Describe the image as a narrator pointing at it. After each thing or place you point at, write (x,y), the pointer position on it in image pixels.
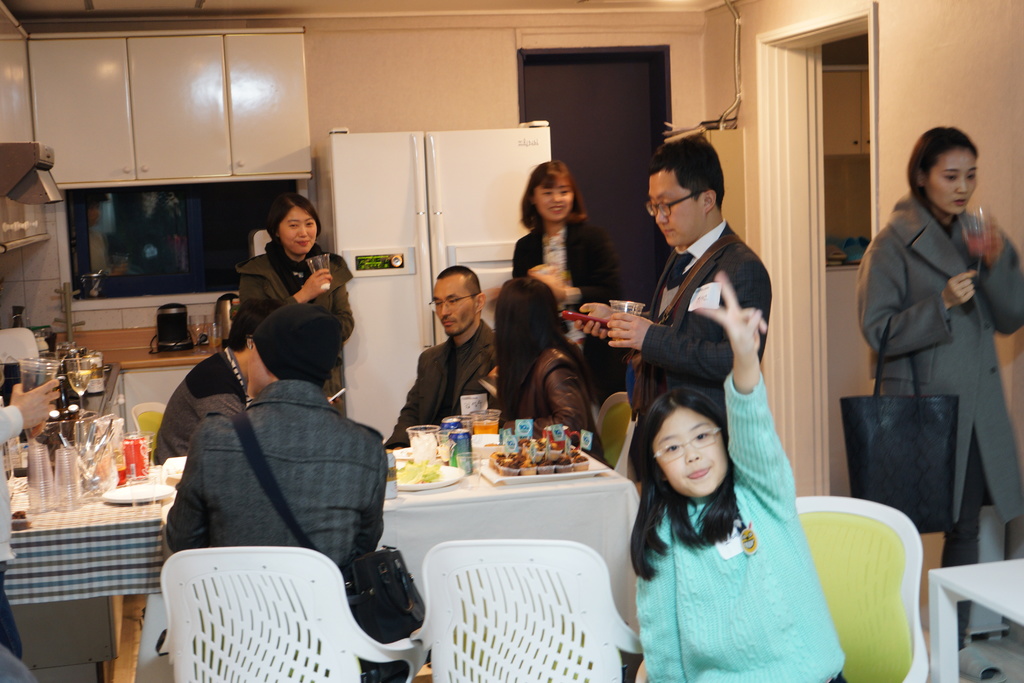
The image is taken inside the kitchen (136,399). In the center of the image (586,378) there is a table (451,534) and there are people (642,513) sitting around the table (587,484). There are chairs (578,637). On the right (1002,320) there is a lady (926,325) standing and holding a glass (973,228) in her hand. On the table (414,505) we can see plates (455,482), food (536,461), tins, glasses (415,440) spoons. In the background (493,263) there is a refrigerator (367,193), cup board (196,143), a wall (413,123) and a door (570,117).
